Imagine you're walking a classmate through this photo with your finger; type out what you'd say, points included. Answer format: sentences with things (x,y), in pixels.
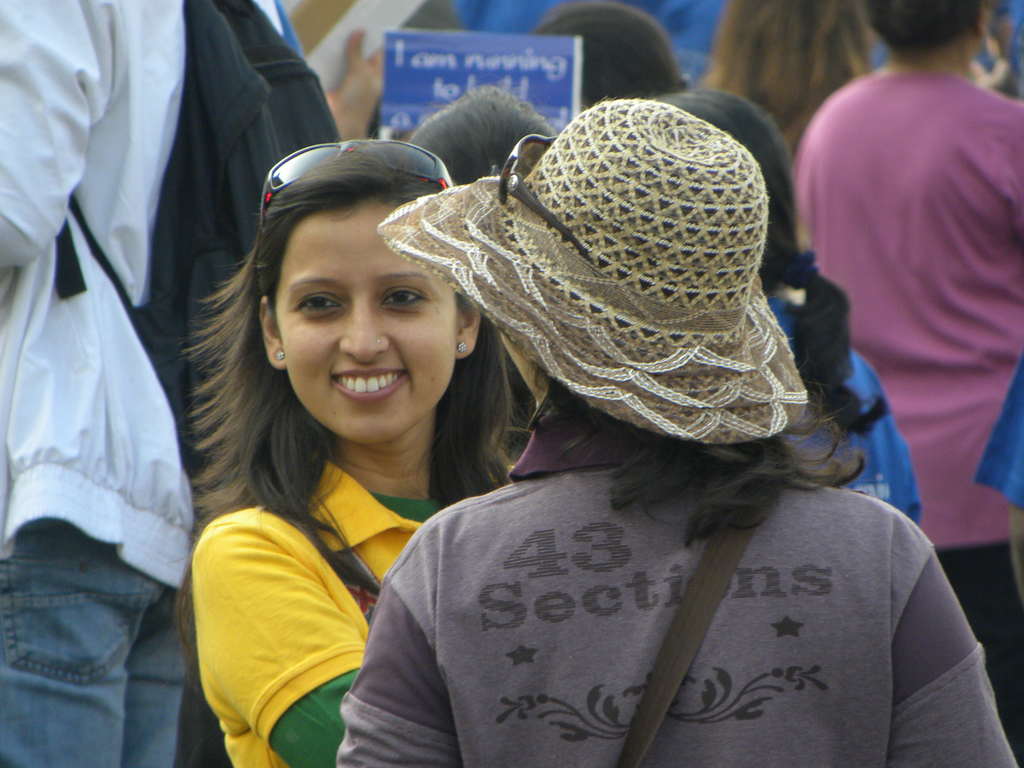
In this picture there are group of people (497,234) standing. In this image there is a woman (252,581) with yellow t-shirt (252,616) is standing and smiling. At the back (480,74) there is a text (491,60) on the board (493,56).
